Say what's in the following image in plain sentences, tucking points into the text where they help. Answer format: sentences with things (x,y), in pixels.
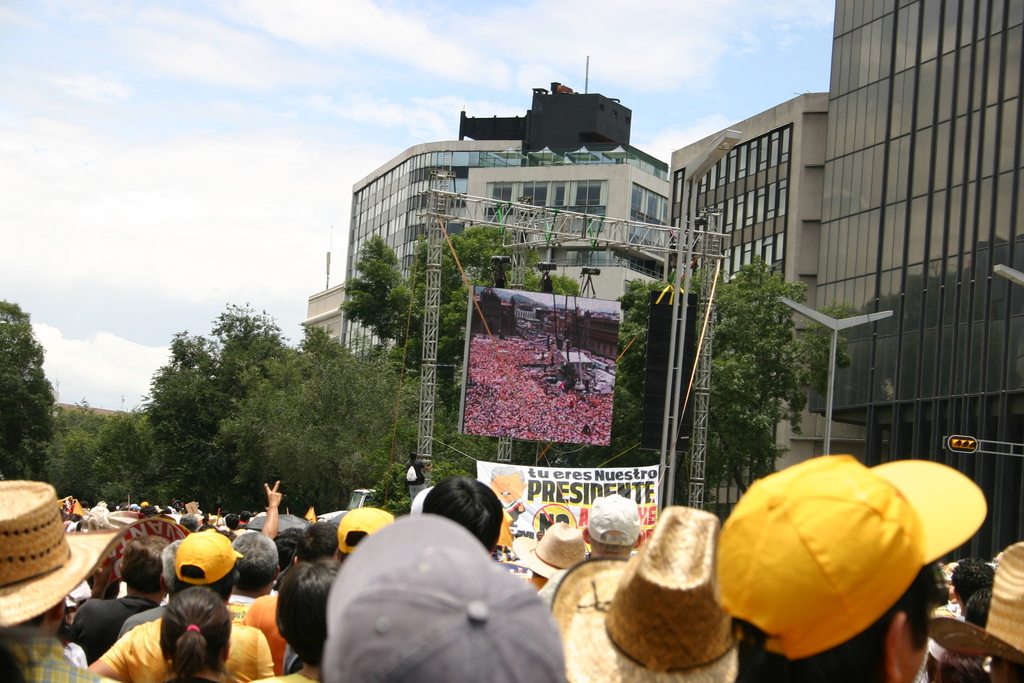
In this image we can see group of people (951,648) standing, some persons (999,593) are wearing caps (468,593) and hats (687,622). In the center of the image (515,409) we can see a banner (563,491) with some text (650,484), screen (560,364), metal frames (709,373). On the left side of the image (194,443) we can see a group of trees (24,467). On the right side of the image (862,218) we can see some poles (1011,272), buildings (864,242) with windows (894,245). At the top of the image (260,97) we can see the sky (216,97).
